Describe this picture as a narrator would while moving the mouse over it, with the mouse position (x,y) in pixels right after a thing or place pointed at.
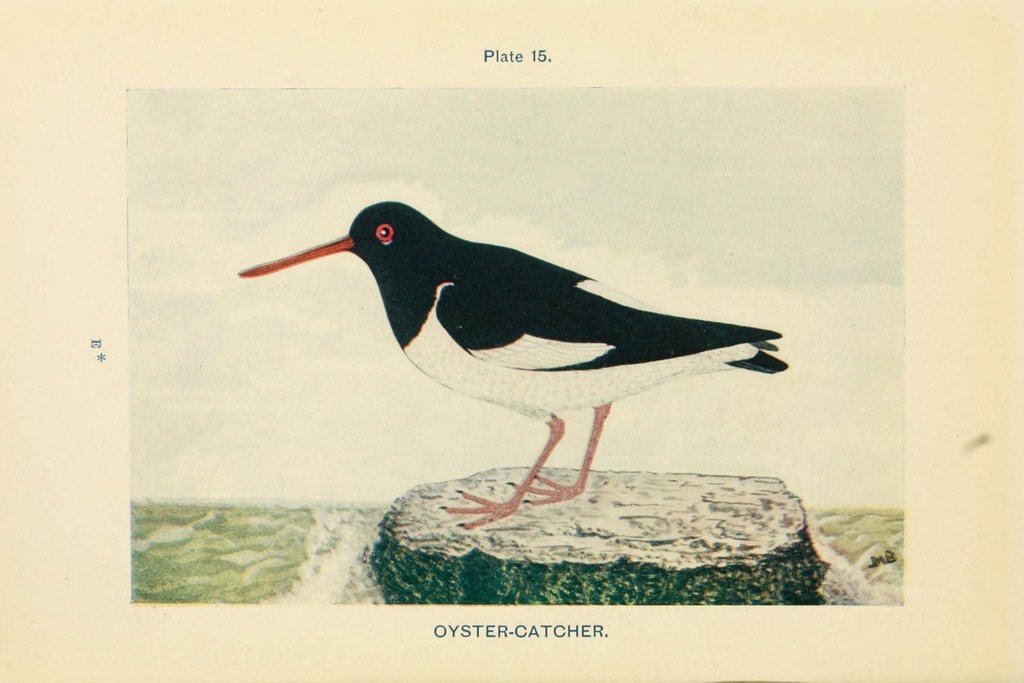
This is a painting in this picture in the center (499,314) there is one bird (593,387), at the bottom (163,567) there is water (146,563). On the top of the image (513,62) there is some text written and at the bottom (530,630) also there is some text (496,630) written.
